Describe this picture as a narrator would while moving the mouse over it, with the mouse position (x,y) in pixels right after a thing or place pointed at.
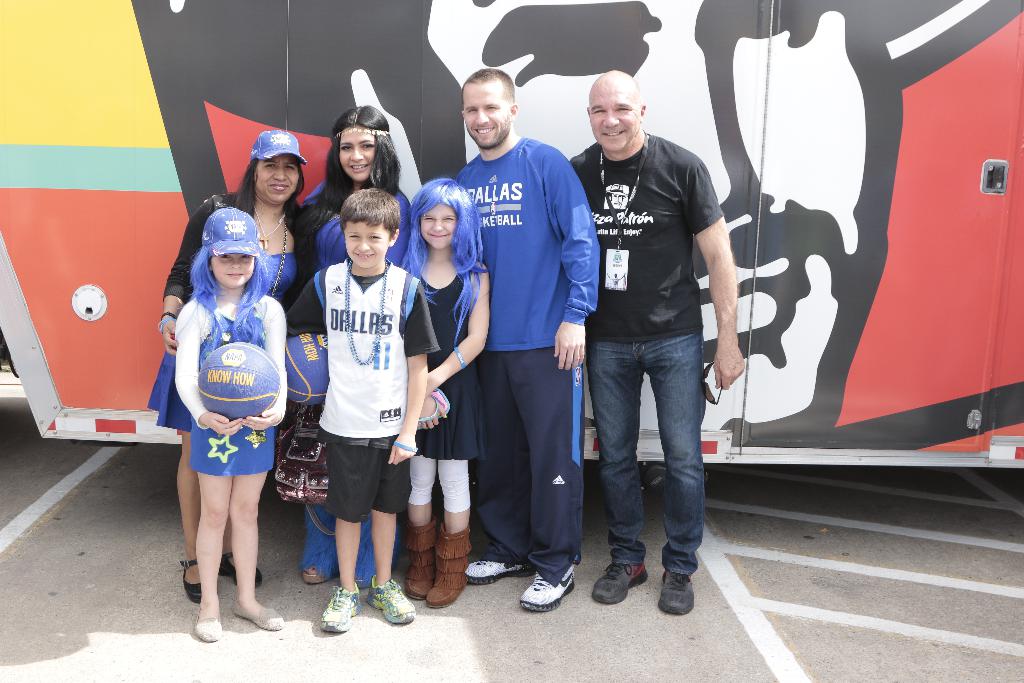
In this image, on the right (728,300), there is a person (686,374) standing and wearing an id card (615,272) and holding glasses (703,386) and we can see some other people (232,303) and some of them are holding balls (319,399) and some other are wearing caps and there is a lady (317,202) holding a bag (313,445). In the background (407,41), there is a bus (847,314) and at the bottom (764,591), there is a road (796,601).
